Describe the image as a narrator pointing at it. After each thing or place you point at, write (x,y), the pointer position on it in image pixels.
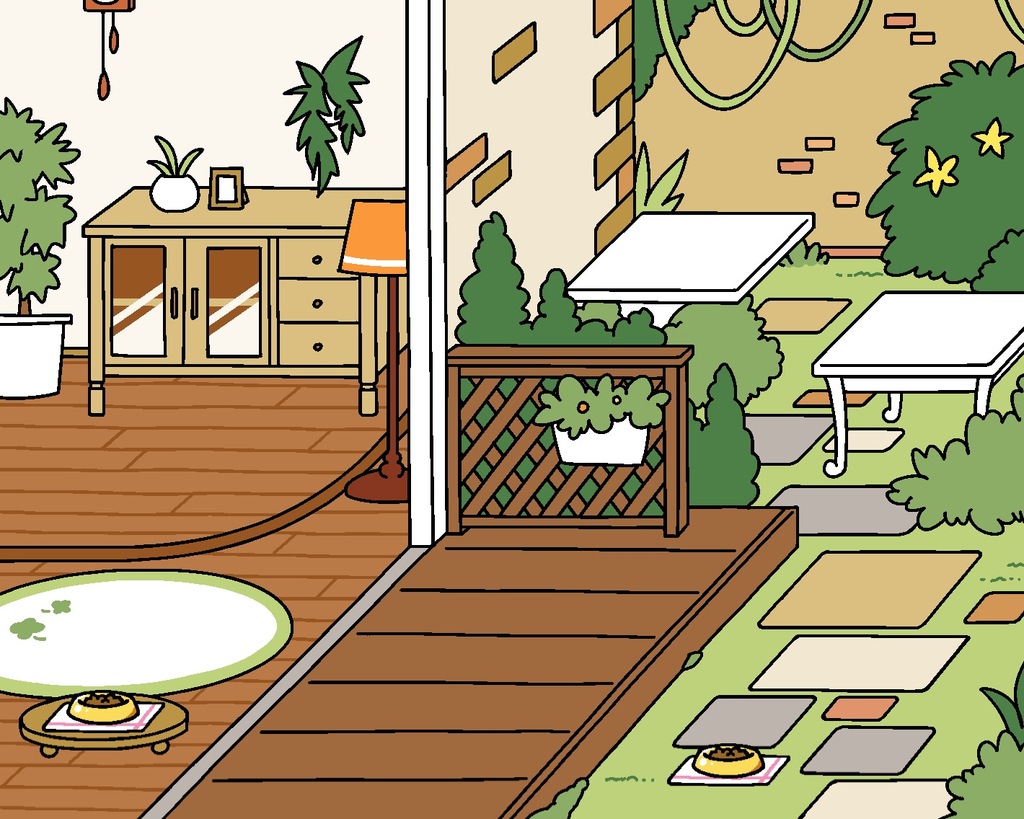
In this image I can see the digital art in which I can see a cabinet (269,264) with few objects (212,189) on it, a lamp (374,230), a brown colored floor (406,506), a flower pot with tree (34,131) in it, a pipe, few trees (966,220), few white colored tables (924,338), the wall (775,137) and few other objects (604,367).
